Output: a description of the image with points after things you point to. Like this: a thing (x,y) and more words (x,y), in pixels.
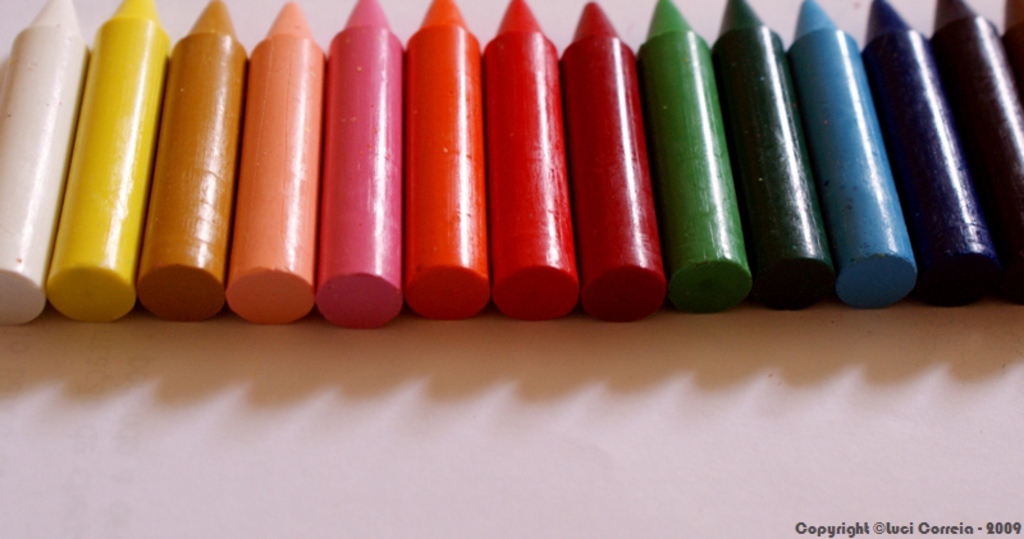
In this image there are crayons (884,269). There is some text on the right side of the image (803,526).
